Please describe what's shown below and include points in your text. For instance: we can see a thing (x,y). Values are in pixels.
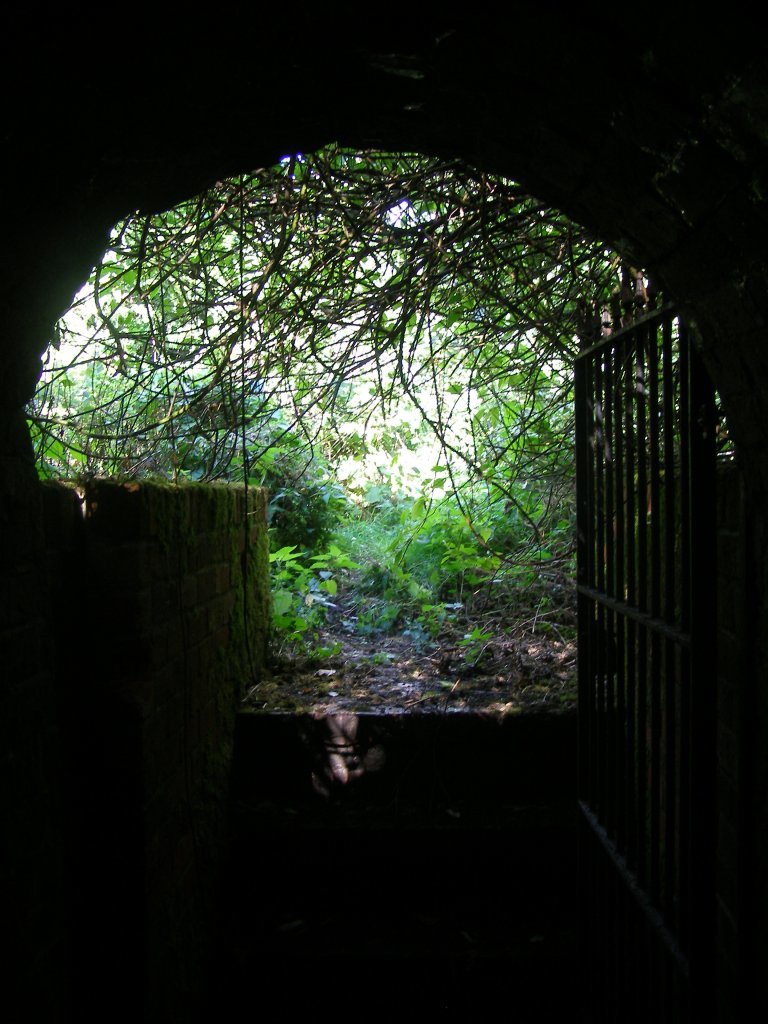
In this picture I can observe a gate (608,338) on the right side (658,539). There are some plants (339,558) on the ground (370,642). In the background (316,236) there are trees (284,286). I can observe a tunnel (54,226).
